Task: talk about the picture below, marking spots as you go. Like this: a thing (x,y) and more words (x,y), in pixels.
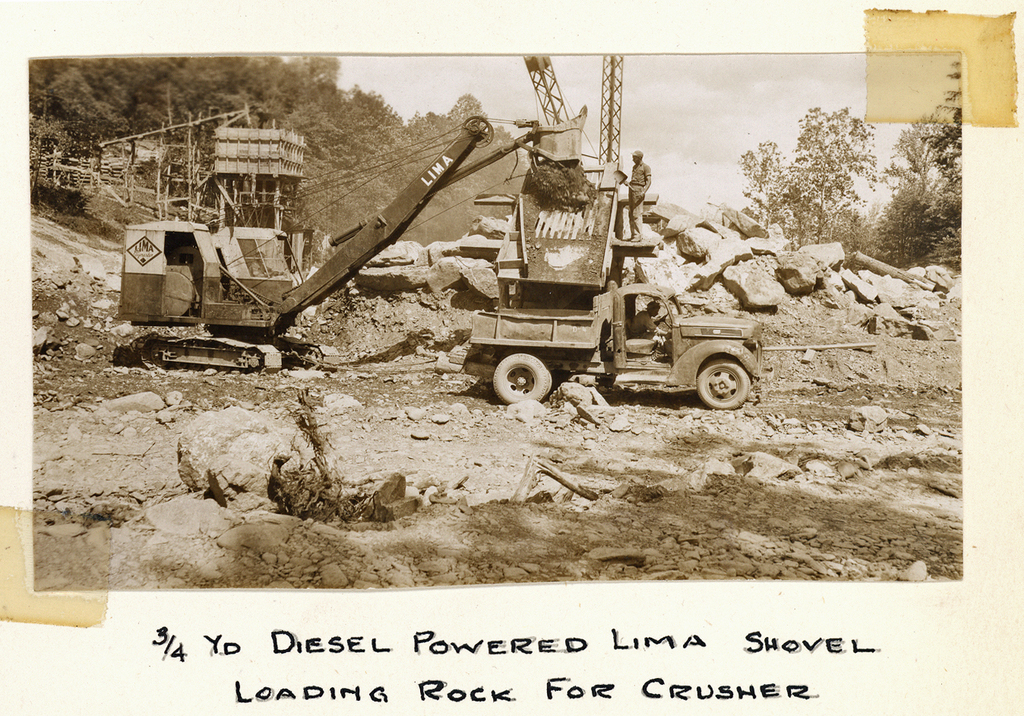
In the image we can see an old photograph, in the photograph we can see a person (633,224) standing wearing clothes (637,212) and the other person (646,314) is sitting in the vehicle (680,349). Here we can see stones (654,534), trees (763,206) and the sky (694,129). We can even see there are vehicles (641,293) and here we can see the text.
